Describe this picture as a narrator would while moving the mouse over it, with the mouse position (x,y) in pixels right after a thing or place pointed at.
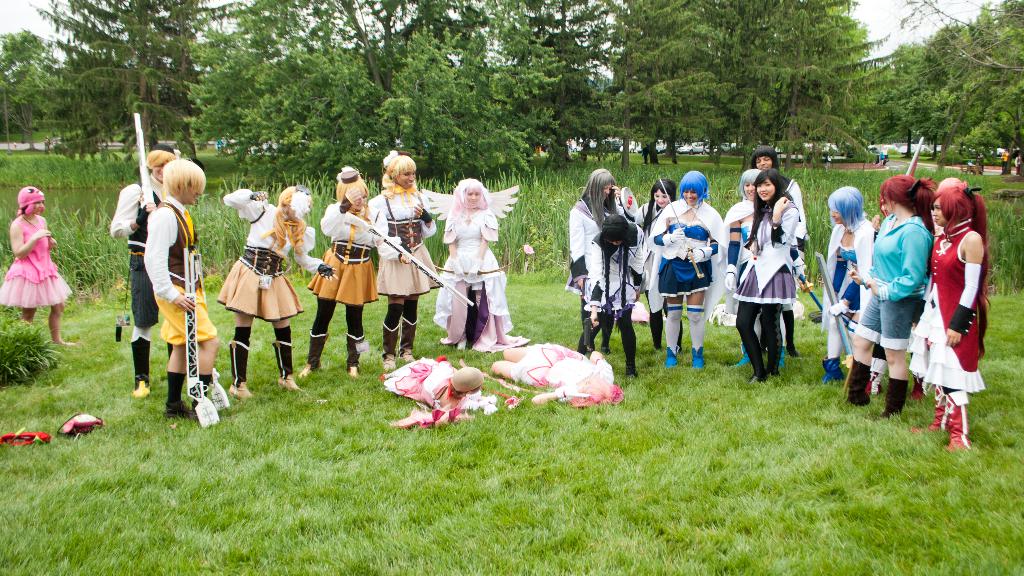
In the center of the image (621,308) we can see a group of people (642,286) standing on the ground (519,302) holding the sticks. We can also see some objects (67,433) and two people (406,391) lying down on the grass (512,440). On the backside (529,228) we can see some plants (543,228), cars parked aside, a group of trees (578,99) and the sky (875,17) which looks cloudy.
